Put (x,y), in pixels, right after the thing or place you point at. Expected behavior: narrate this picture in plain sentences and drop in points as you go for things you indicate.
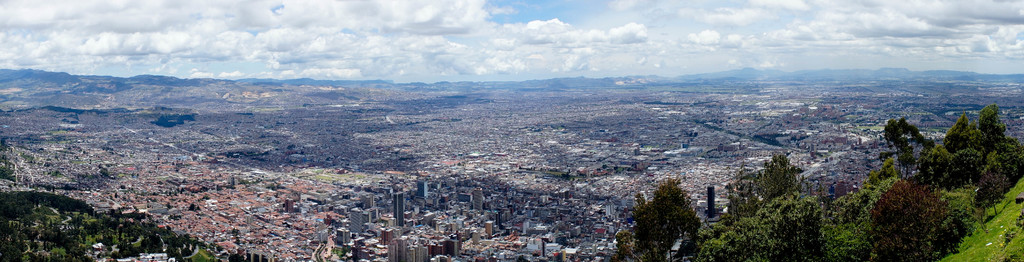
This image is a top view of a city (432,157). In this image there are buildings (602,175), trees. At the top of the image (466,42) there are sky (322,48) and clouds (322,48).
